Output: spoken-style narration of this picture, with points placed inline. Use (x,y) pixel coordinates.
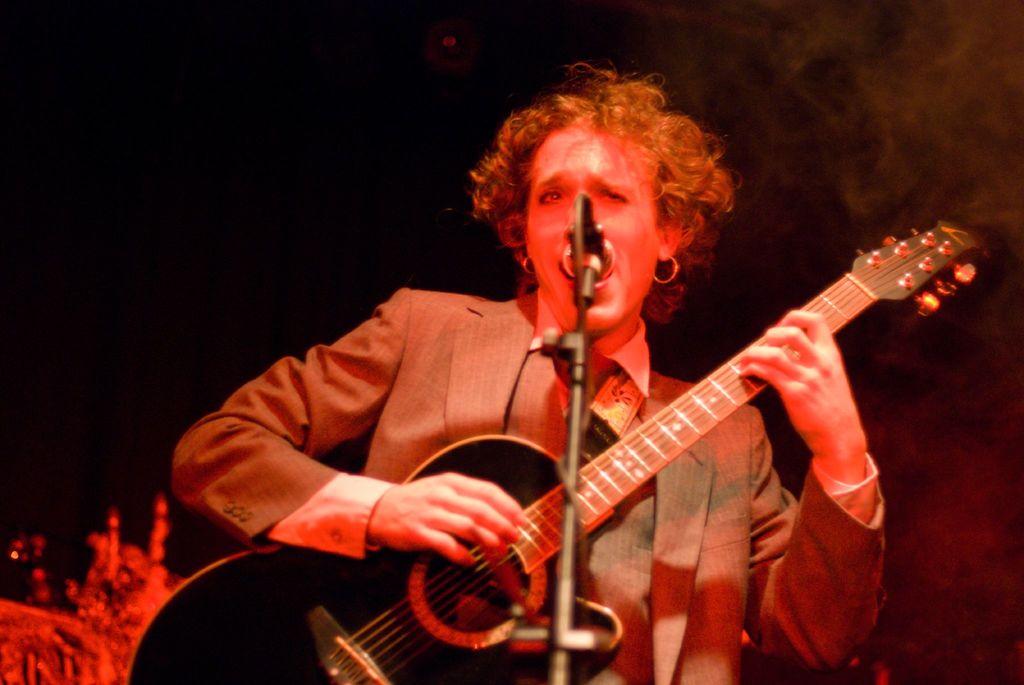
This is the picture of a person (641,220) with the dark background (97,136) holding a guitar (545,538) and playing it in front of a mike (586,253).
